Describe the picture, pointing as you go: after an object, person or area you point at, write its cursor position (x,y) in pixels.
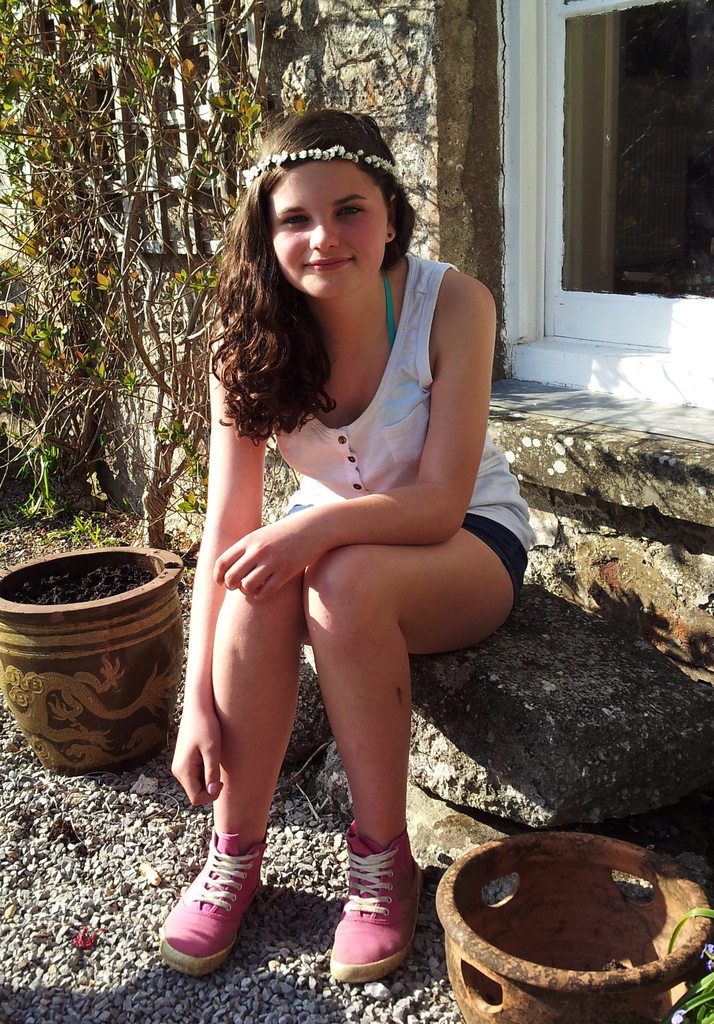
In the background (503,62) we can see the wall (427,92) and a window (656,147). In this picture we can see a woman (400,203) sitting on a rock surface (598,773) and she is smiling. We can see pots (652,991), stones (433,893) and plants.
